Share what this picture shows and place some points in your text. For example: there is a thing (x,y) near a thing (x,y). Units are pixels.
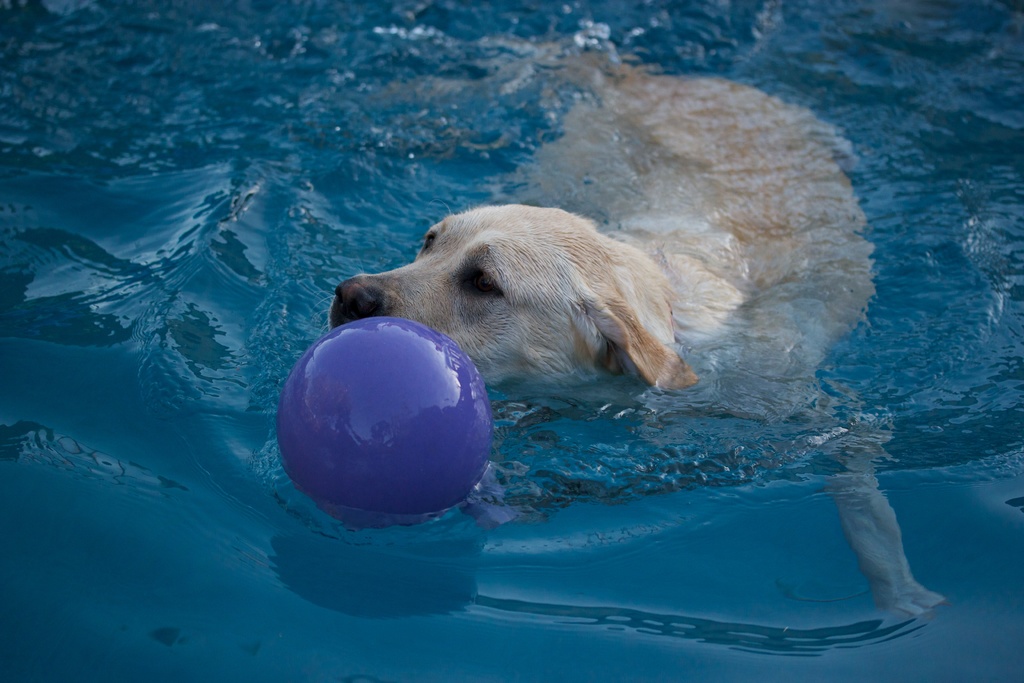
This picture describe about the brown color Labrador dog (466,272) is doing swimming in the water (515,411). In front (288,406) we can see purple color ball (293,462).
